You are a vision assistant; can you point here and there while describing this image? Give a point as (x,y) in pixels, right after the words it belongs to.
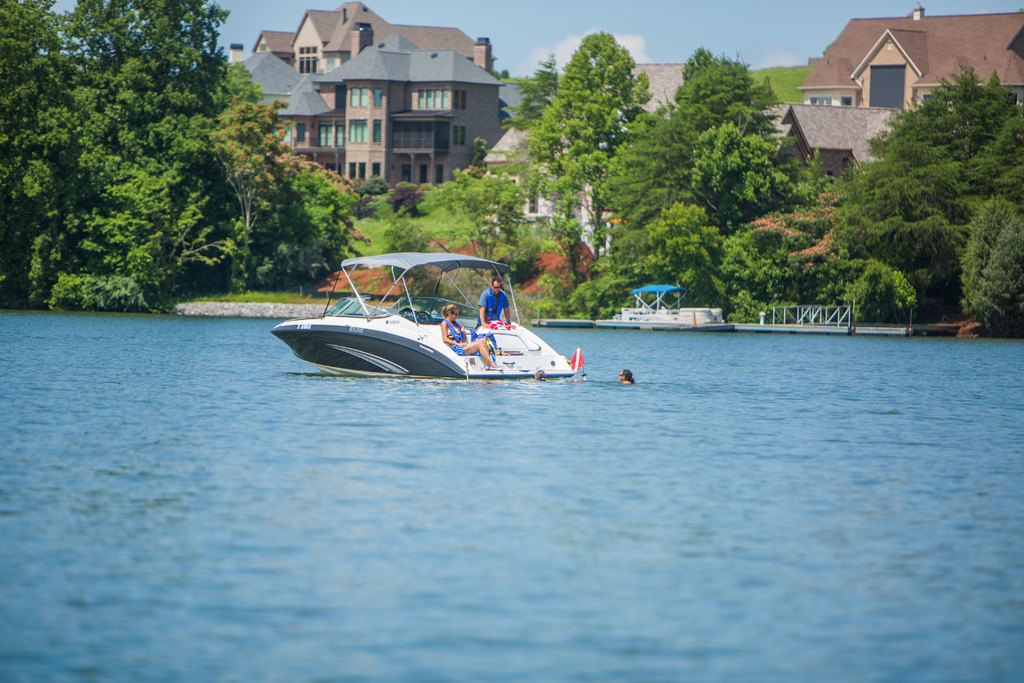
In this image there is a boat (399,376) in the water (445,398). In the boat (455,362) there are two persons (489,305). In the background (491,86) there are houses (876,57) and trees (541,175).
